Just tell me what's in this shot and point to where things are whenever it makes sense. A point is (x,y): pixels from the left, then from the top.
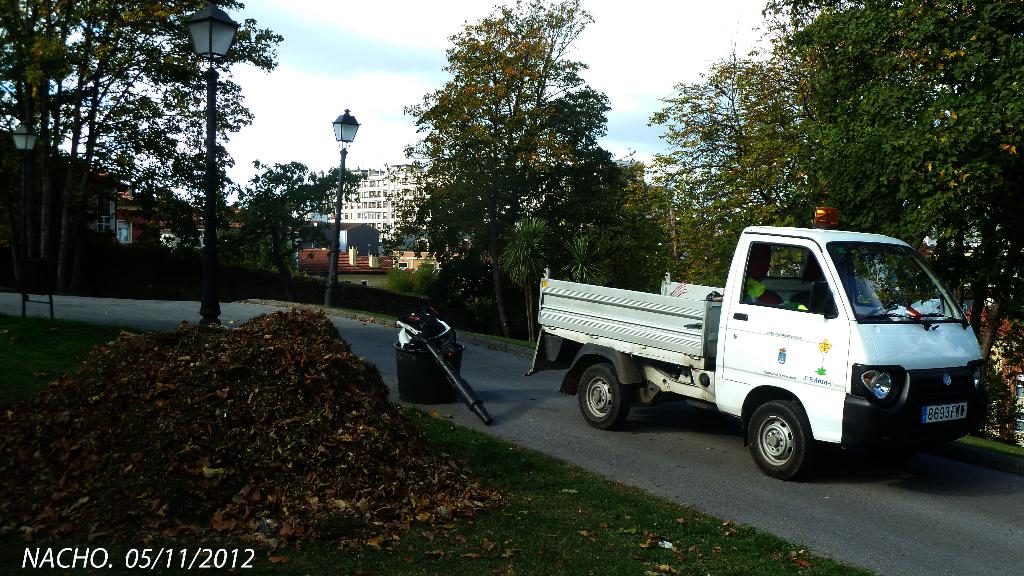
The picture is clicked on a road (164,307) where there is a moving truck (817,384) and a garbage can (413,381) to the left of the road (385,378). There are also dried leaves (199,440) and in the background (595,222) we observe many trees (430,209) and buildings (394,222). There is a label (172,568) down the picture NACHO 05/11/2012.
